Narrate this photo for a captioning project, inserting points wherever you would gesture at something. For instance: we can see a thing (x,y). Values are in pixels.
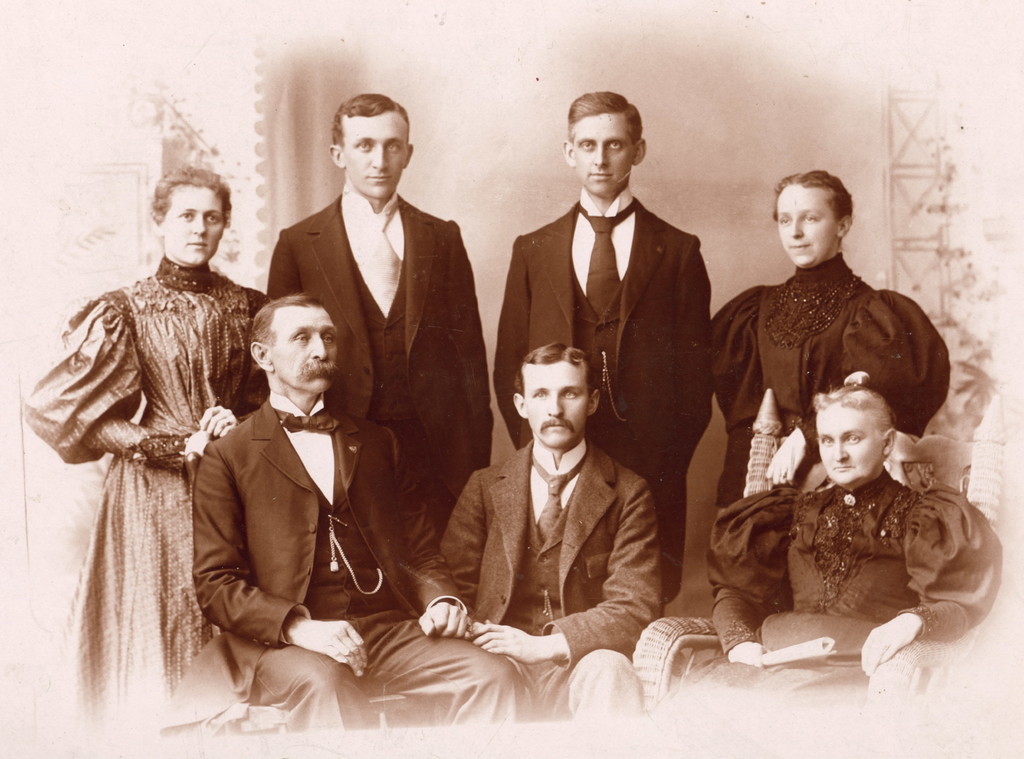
In this image is a photograph. In this image we can see group of persons (238,554) sitting and standing. In the background (254,209) there is a curtain (295,98) and wall (417,85).
